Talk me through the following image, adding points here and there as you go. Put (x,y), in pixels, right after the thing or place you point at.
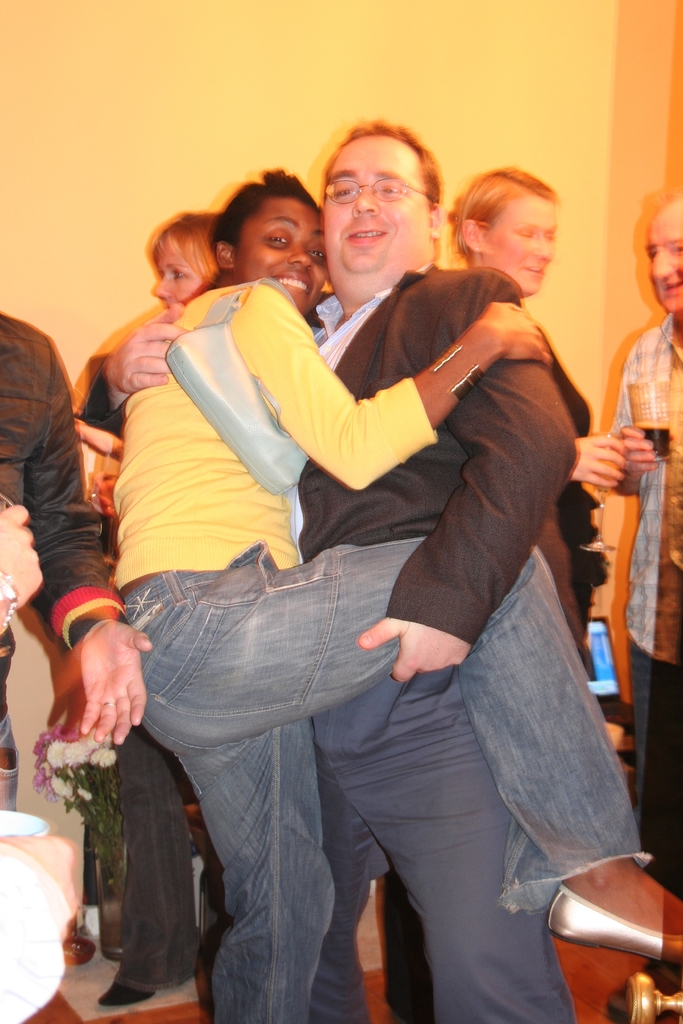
In the image there is a woman (409,433) in yellow t-shirt (312,403) and jeans (354,618) holding a man (402,500) in black suit (467,454) and behind there are few persons (523,212) standing drinking wine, over the background (208,72) there is wall (541,53).
